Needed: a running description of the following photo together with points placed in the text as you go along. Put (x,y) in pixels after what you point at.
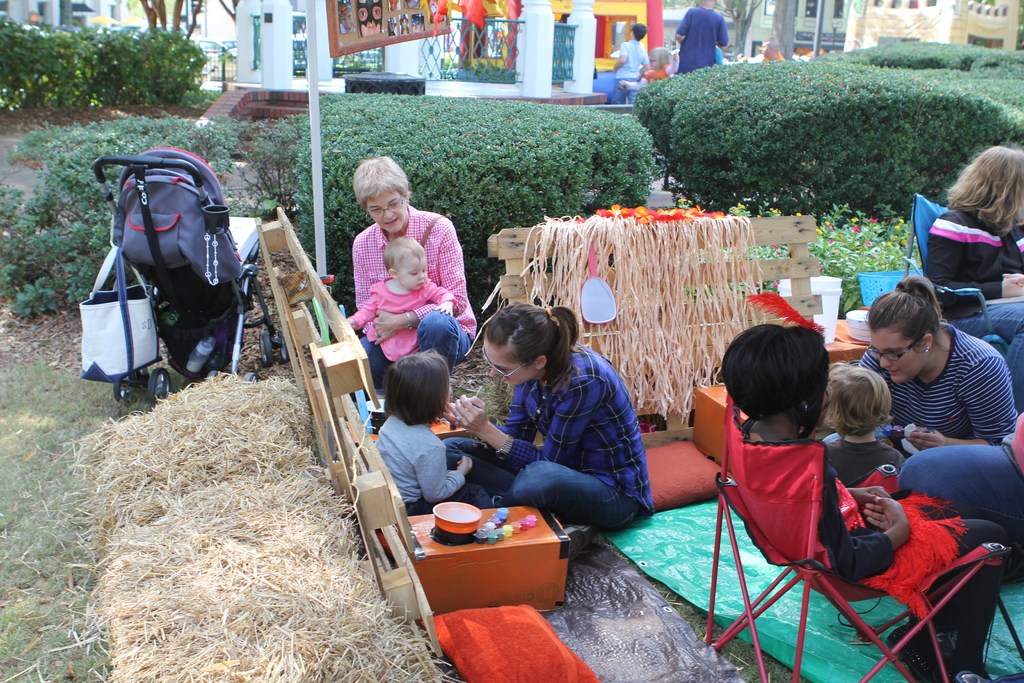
In the foreground of this image (569,426), there are women (554,426) and children (415,426). We can also see cushions (491,613), wooden object (503,563), dry grass (249,533), wooden fencing (292,324), covers (665,559), a bag (117,367), baby chair (198,310), and few folding chairs (766,496). In the background (554,78), there are plants (507,104), trees (739,12), buildings (220,19), a shelter like structure (491,39), path (656,196) and the people (631,49).
